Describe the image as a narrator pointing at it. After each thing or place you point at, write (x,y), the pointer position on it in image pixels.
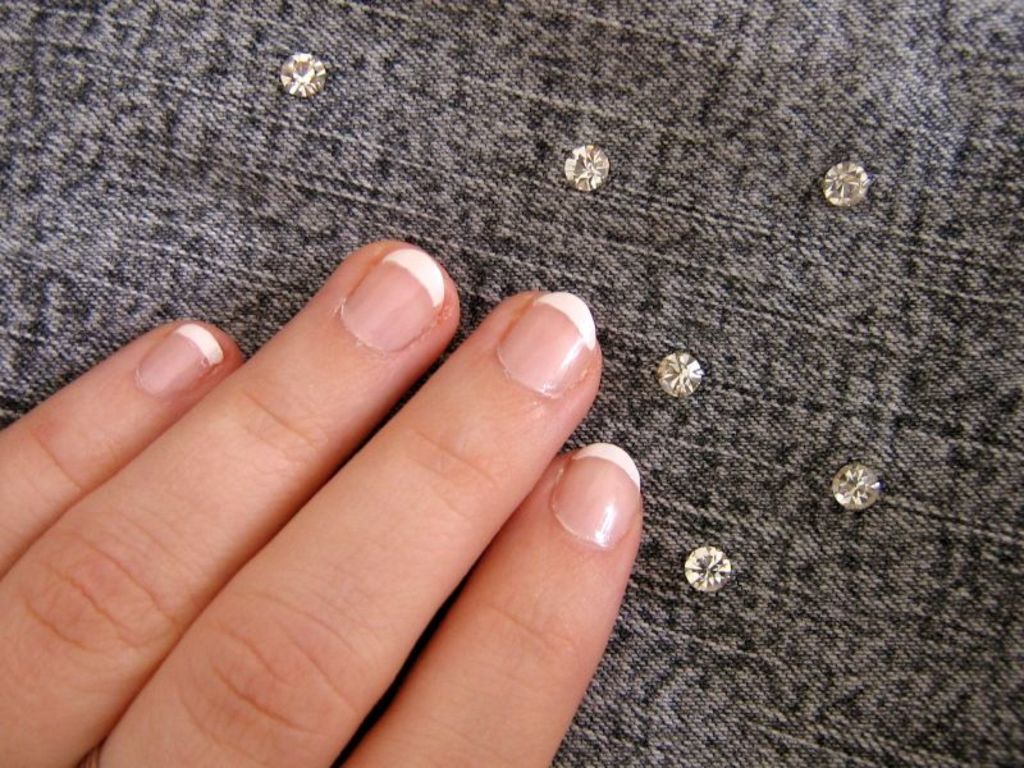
In this image we can see there is a person's hand (442,382) and buttons (698,564) on the cloth (723,375).
